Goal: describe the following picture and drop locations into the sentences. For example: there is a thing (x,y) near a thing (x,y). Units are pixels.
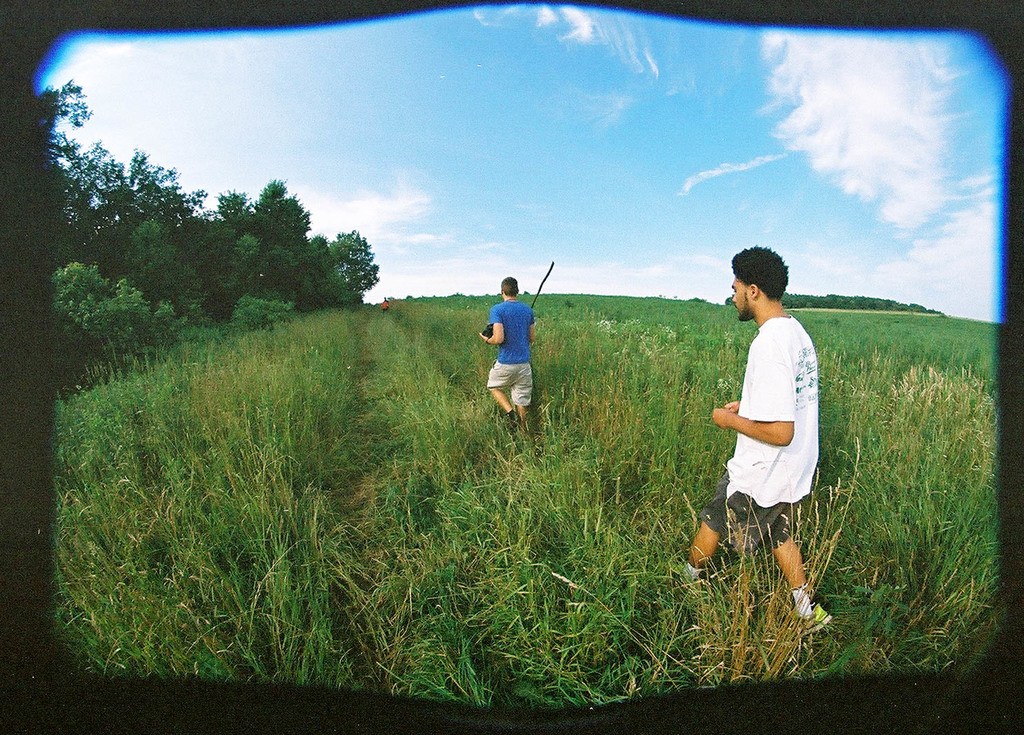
In this picture we can see plants (838,390), two people (523,305) walking, trees (209,280) and some objects (485,330) and in the background (557,192) we can see the sky (476,117) with clouds (903,143).
